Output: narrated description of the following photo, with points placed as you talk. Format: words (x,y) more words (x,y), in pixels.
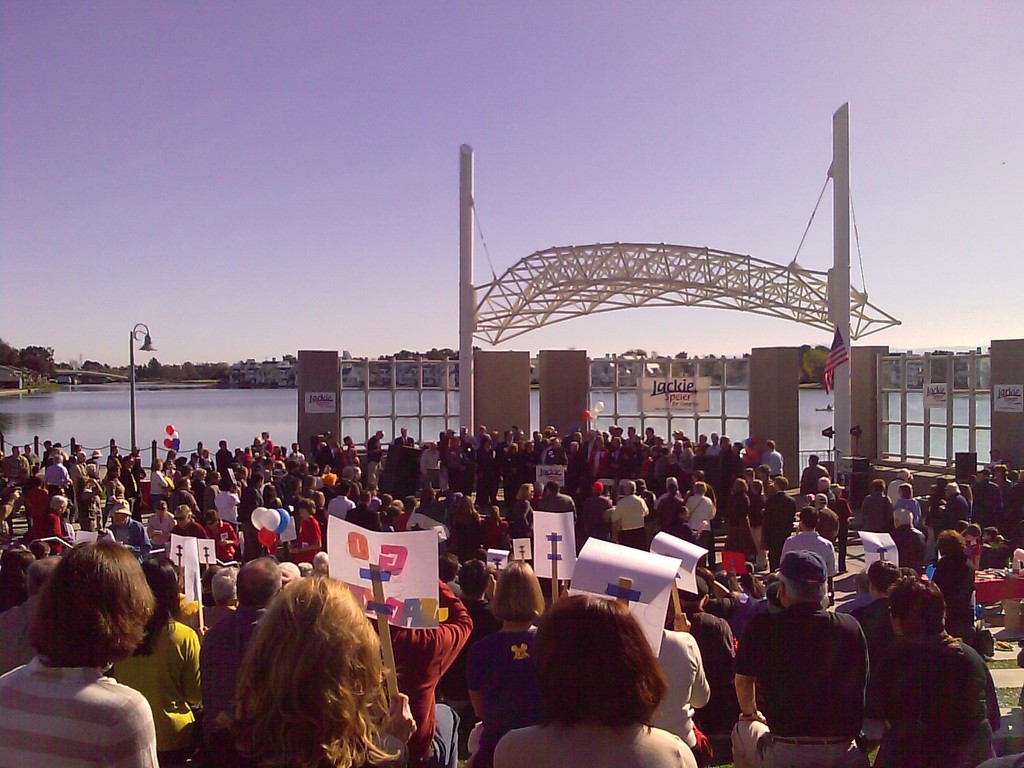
In the center of the image (452,352) we can see water (235,408), roof (677,255), wall (574,389), poles (834,174), trees (181,370), buildings (608,373) are there. At the top of the image (439,126) sky (584,217) is there. At the bottom of the image (605,605) a group of people (572,628) are standing and holding boards (400,553), balloons (258,524) are there. At the bottom of the image (999,656) floor (1007,709) is present.
